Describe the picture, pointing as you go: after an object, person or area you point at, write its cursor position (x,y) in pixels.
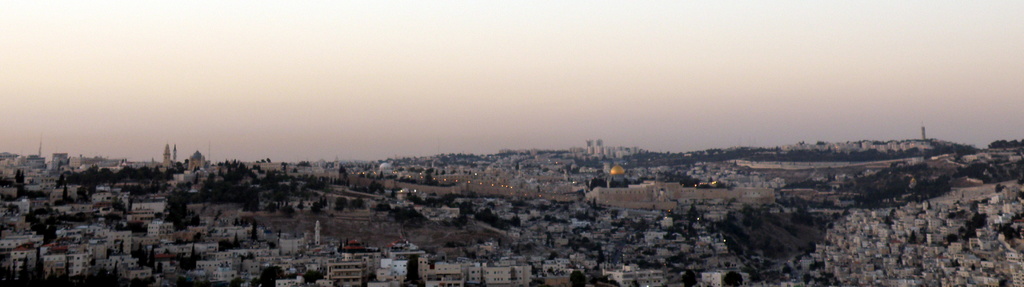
In this image I can see trees (451,247) and buildings (281,238). In the background (569,83) I can see the sky (553,80).
